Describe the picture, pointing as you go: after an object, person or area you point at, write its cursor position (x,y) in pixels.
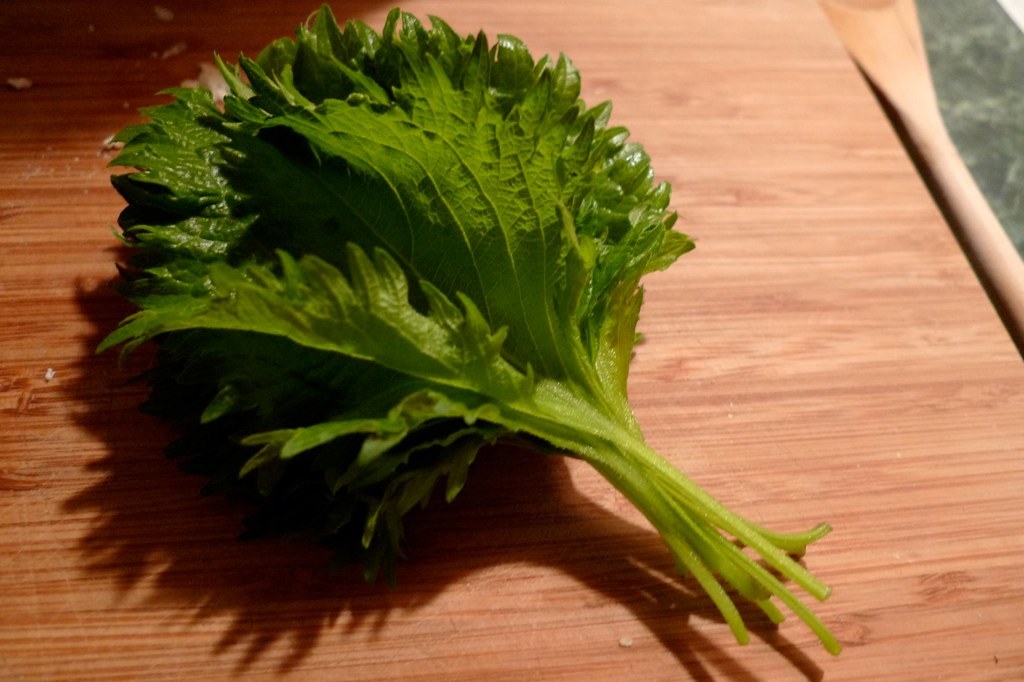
In this picture we can see few leaves (427,328).
